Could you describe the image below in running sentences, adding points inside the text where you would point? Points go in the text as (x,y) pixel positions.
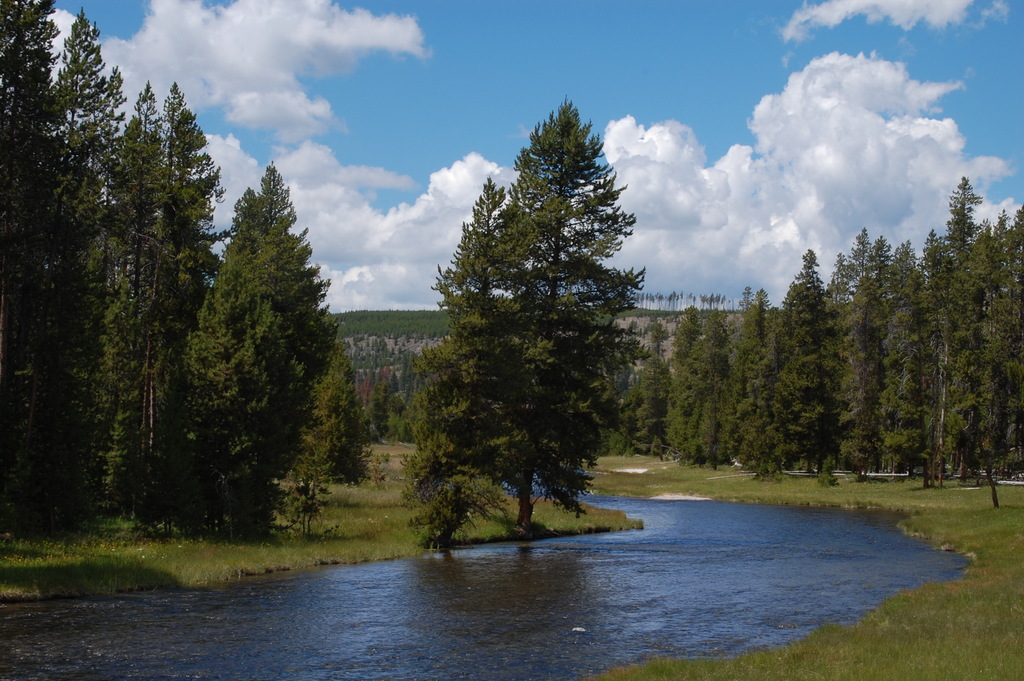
In this image there is water (626,647) and we can see trees (582,302). At the bottom (837,657) there is grass (919,667). In the background (413,121) there is sky (357,119) and we can see hills (436,328).
